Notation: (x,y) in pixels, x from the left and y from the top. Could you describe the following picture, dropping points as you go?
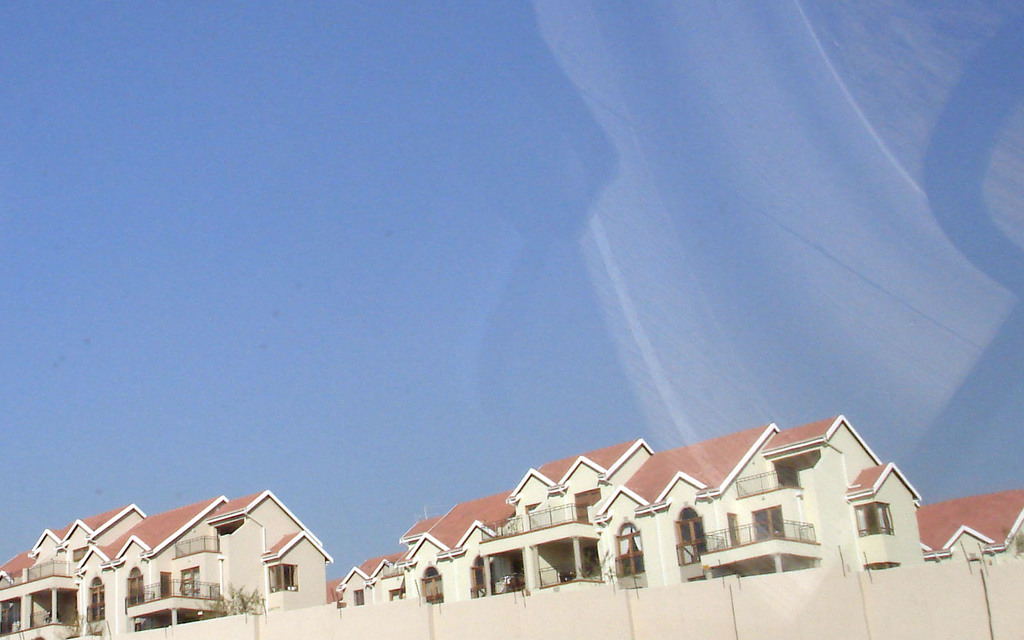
In this picture there are houses (399,554) and there are plants (77,625).
